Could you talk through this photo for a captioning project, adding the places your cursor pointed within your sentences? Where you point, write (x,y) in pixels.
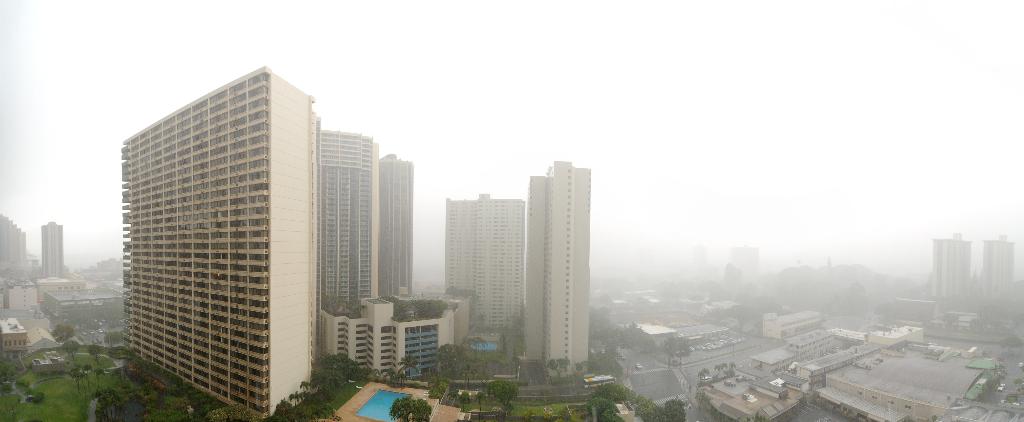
In the foreground (197,372) I can see grass (57,399), trees (159,384), swimming pool (393,401), buildings (554,338), towers (553,321), fence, vehicles (610,377) on the road (642,372), fog (773,289), light poles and plants (94,353). In the background (622,88) I can see the sky (329,117). This image is taken may be during a day.
